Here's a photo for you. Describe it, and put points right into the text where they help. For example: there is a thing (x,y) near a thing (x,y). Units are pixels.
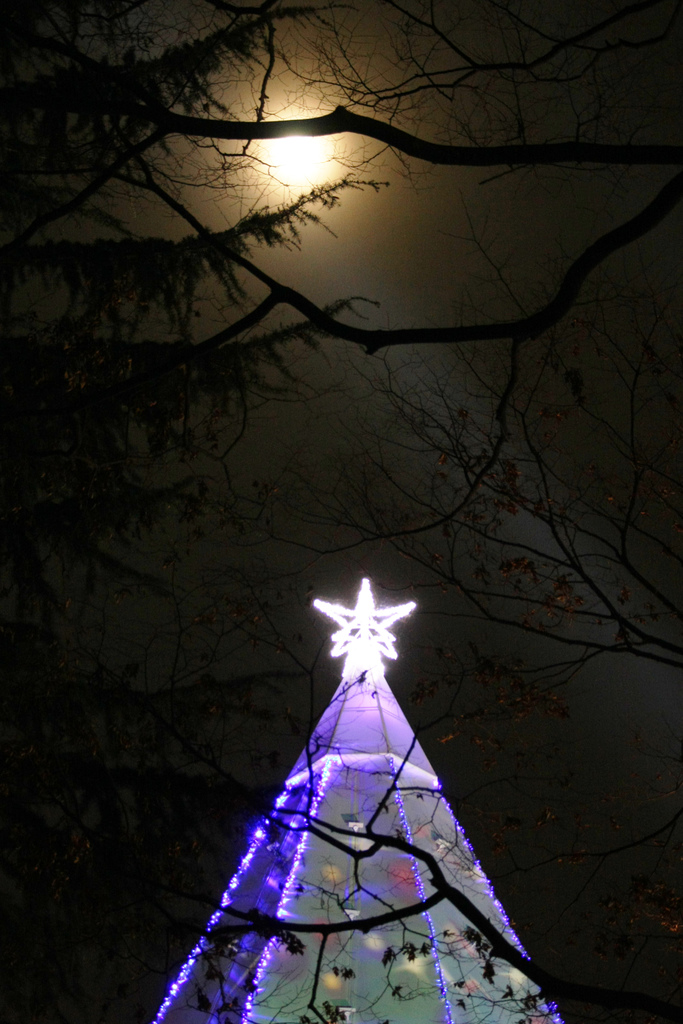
This picture shows a tree (441,936) with lighting (353,660) and we see trees (5,206) and moon (311,168) in the sky (361,269).
